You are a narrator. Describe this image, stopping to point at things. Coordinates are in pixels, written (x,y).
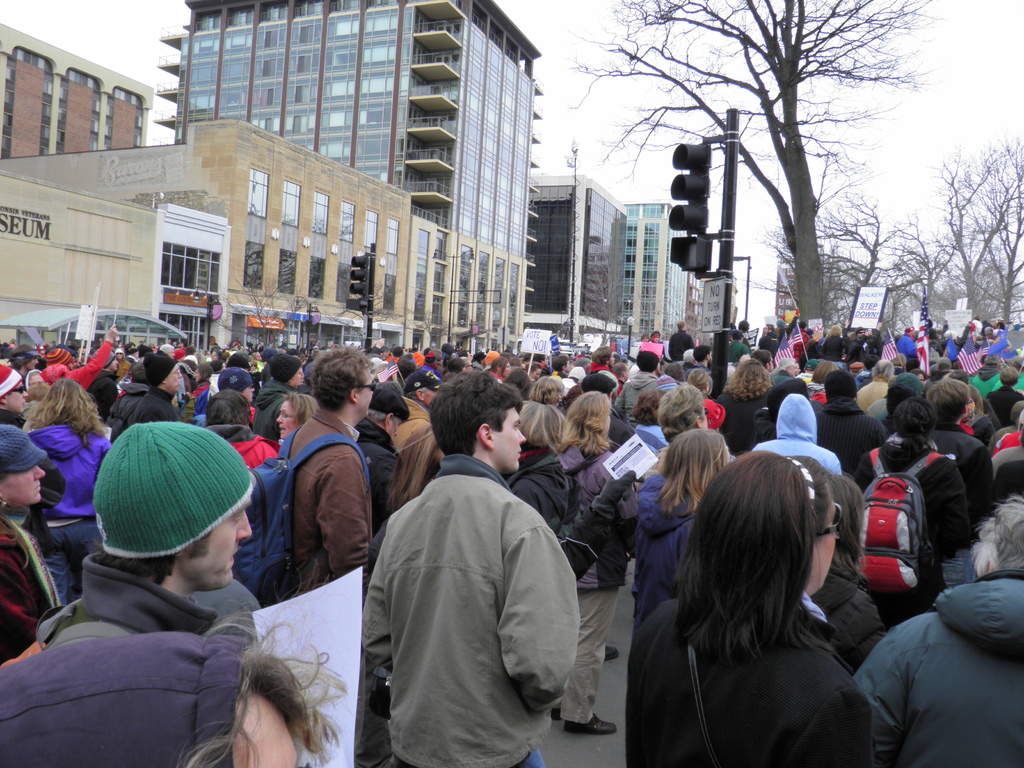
In this image there are group of persons (454,457) standing. In the background (249,270) there are buildings (627,254), trees (879,265) and poles (728,277) and the sky (910,43) is cloudy.
